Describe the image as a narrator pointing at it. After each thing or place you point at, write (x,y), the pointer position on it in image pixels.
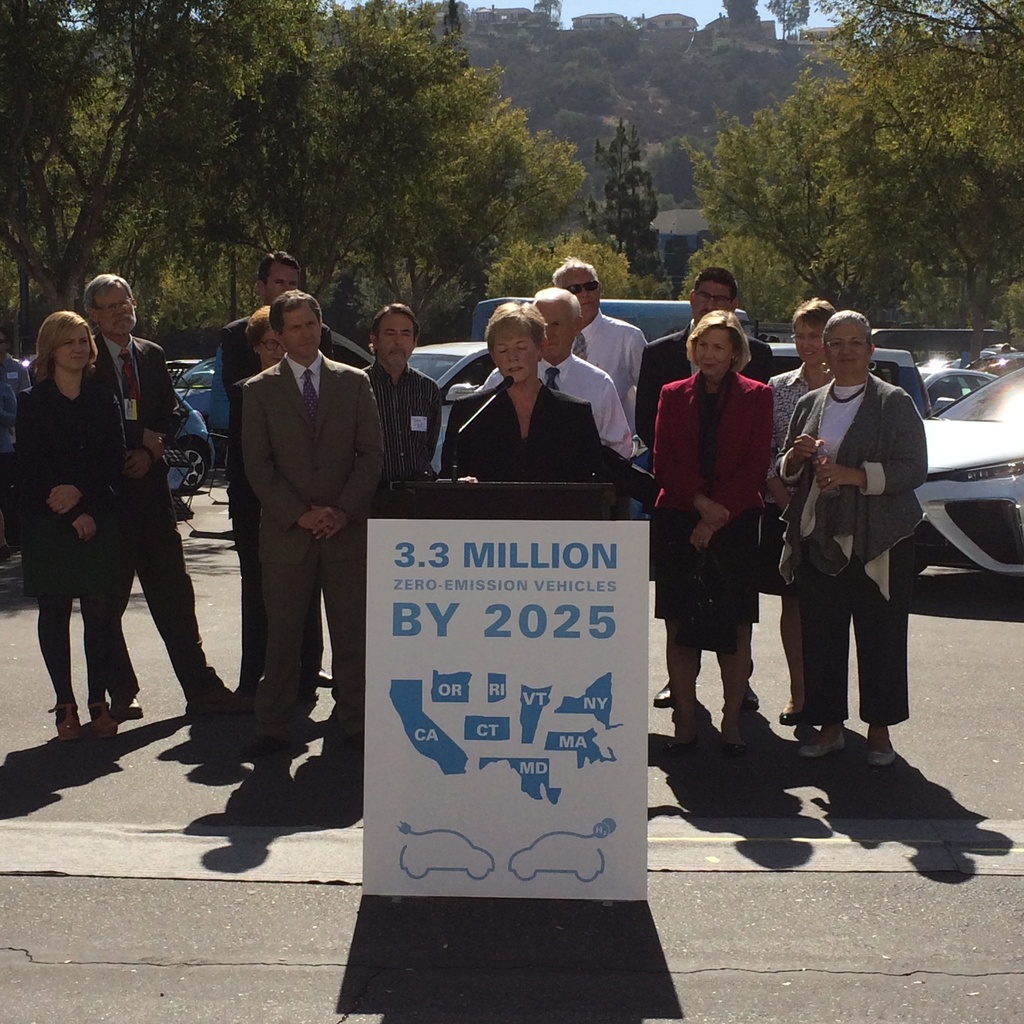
In this image there is a board (505,700) with some text (542,700) written on it and in the center (663,426) there are persons (343,426) standing and there is a person (539,413) standing in front of the podium (531,495) and on the podium (509,490) there is a mic (494,396) and the person (519,388) is speaking. In the background (293,162) there are cars (479,378), trees (421,208) and houses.
